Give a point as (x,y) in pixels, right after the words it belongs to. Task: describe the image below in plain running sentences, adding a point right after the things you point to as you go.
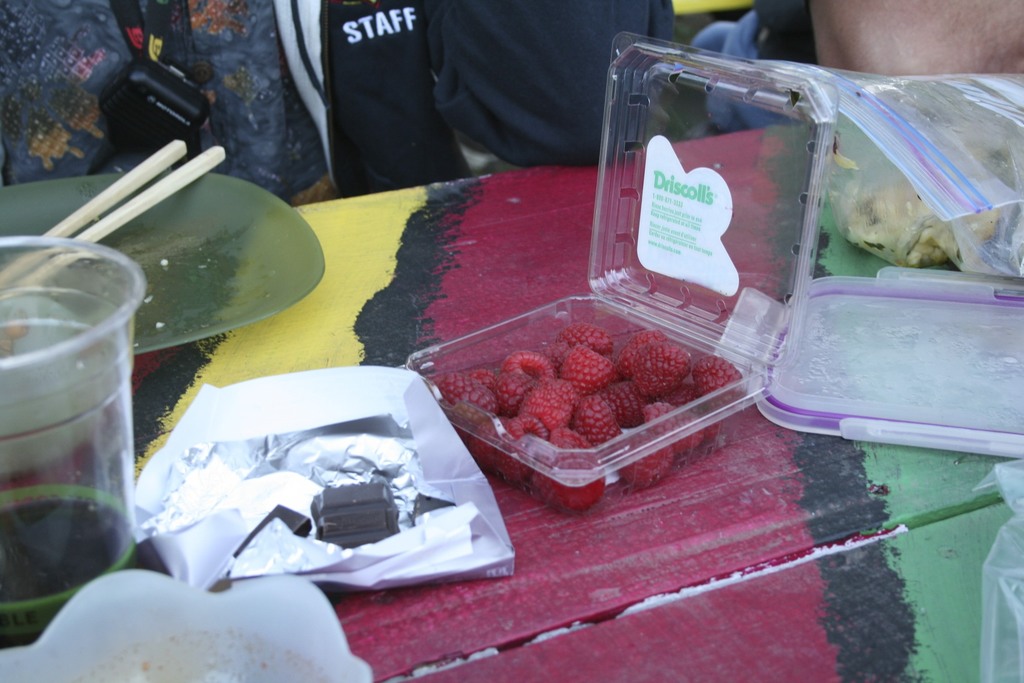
In this picture there is a opened box (722,106) of raspberry (657,423), which is placed at the center of the image (680,430), there is a glass (66,446) at the left side of the image (37,445) and there is a lid (855,325) of the box (648,238) at the right side of the image (896,295).
